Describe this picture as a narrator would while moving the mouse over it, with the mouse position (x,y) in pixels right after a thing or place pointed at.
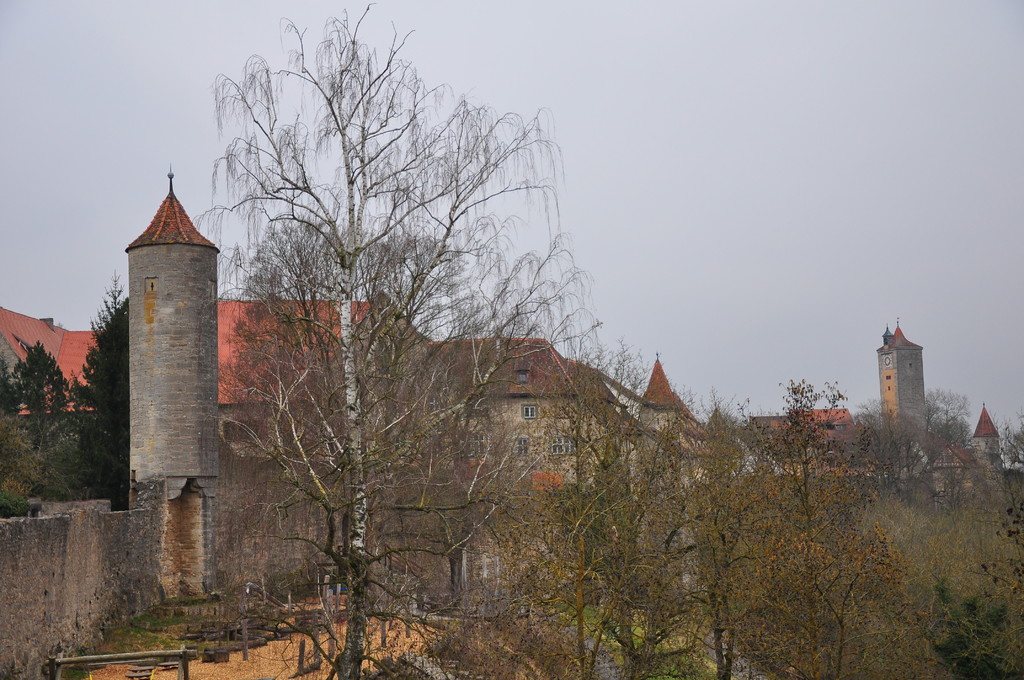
In this image we can see some houses (534,431), windows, there are some trees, wooden sticks (163,659), also we can see the sky (515,130).
